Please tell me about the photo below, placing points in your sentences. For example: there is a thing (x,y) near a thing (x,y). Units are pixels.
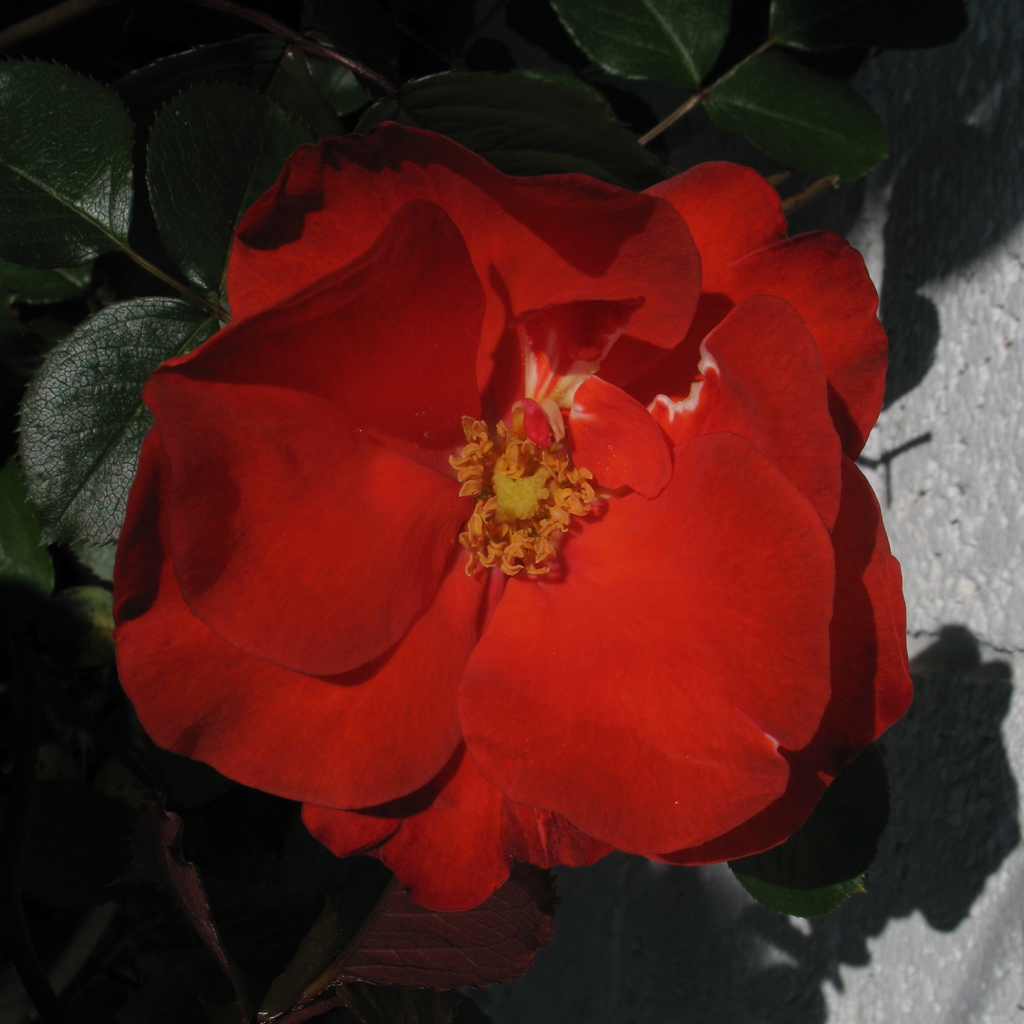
In this image we can see a plant (425,148). There is a flower (319,216) to a plant (516,449). There is a shadow (945,837) of a plant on the ground (741,950).
